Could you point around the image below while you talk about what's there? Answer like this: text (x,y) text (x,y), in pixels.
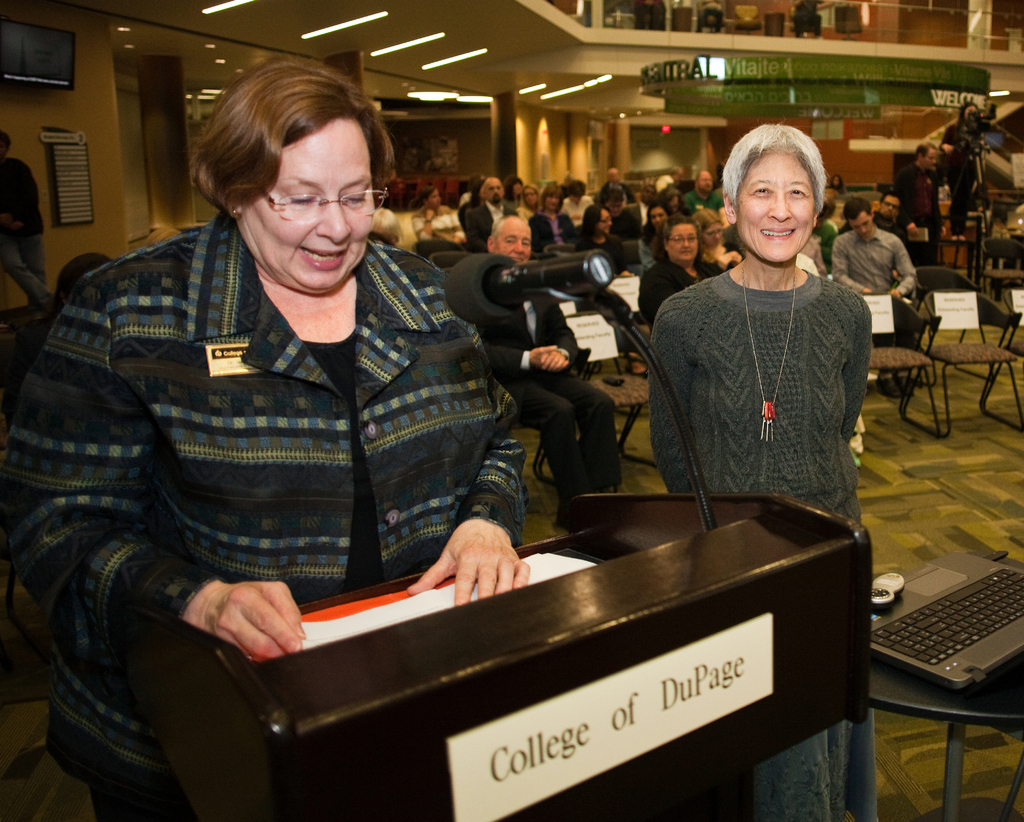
In the foreground of the image (271,412) there is a lady (323,513) standing near a podium (653,568). Beside her there is a another lady (784,768). In the background of the image (525,321) there are people (399,220) sitting on chairs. There is a ceiling (569,75) to which there are lights (565,91). There is wall (415,132). To the right side of the image (897,712) there is a table (890,670) on which there is a keyboard (958,614). At the bottom of the image (904,775) there is carpet (894,768).
